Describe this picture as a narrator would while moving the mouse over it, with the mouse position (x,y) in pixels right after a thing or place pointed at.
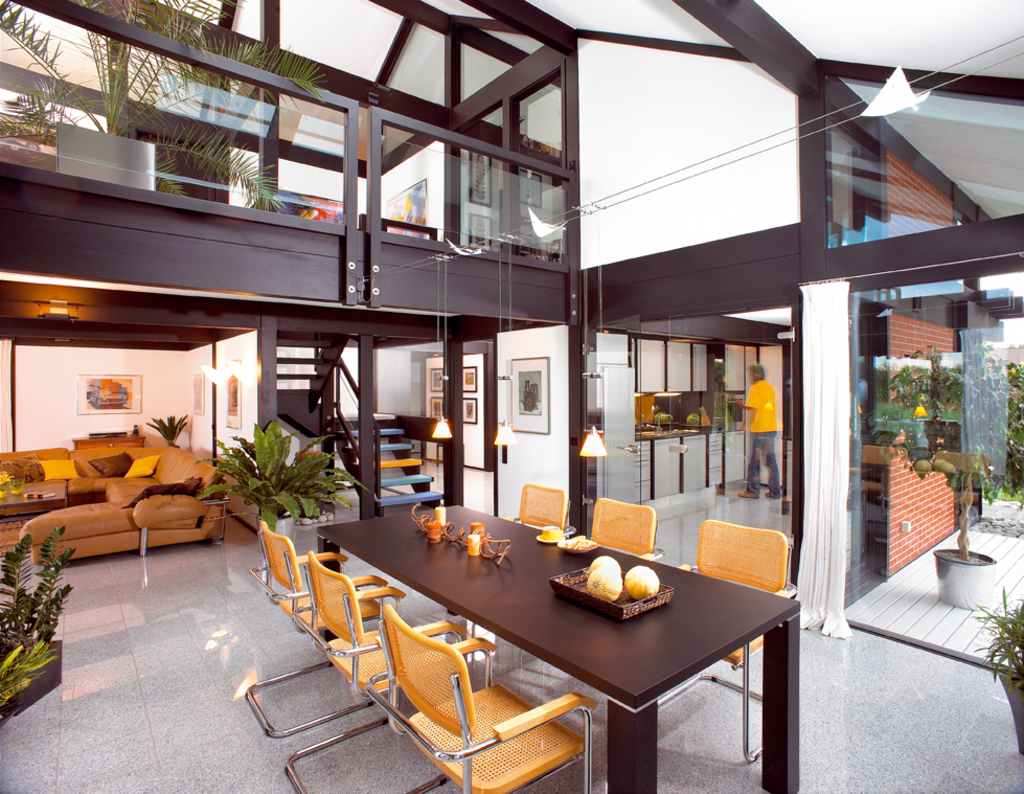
In this picture we can see the inside view of a building (120,744). This is table (569,673) and these are the chairs (342,660). There are some plants (30,680). Here we can see a person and these are the lights (590,432). And there is a sofa (166,470).
